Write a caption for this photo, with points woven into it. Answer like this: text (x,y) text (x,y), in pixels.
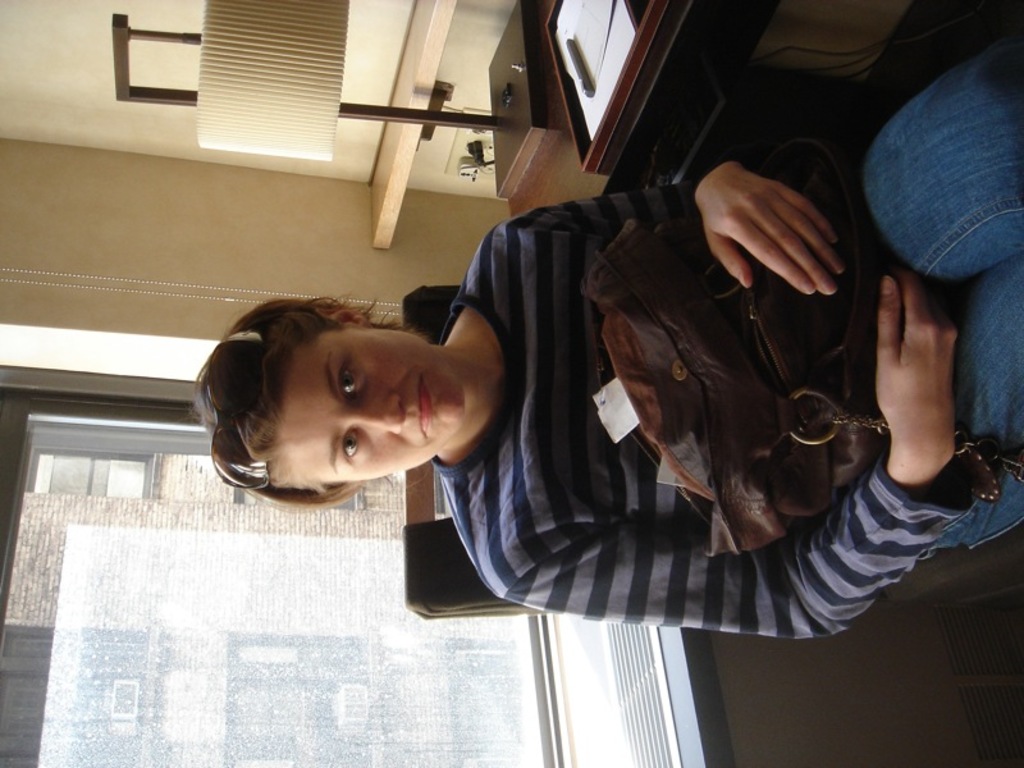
In this image we can see inside of a building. A lady (510,551) is sitting on the chair (978,569) and carrying some object (810,394). There is a lamp (343,103) and few other objects (594,147) placed on the table (523,150) at the right side of the image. There is a building (186,521) and it is having few windows (130,489) in the image.
